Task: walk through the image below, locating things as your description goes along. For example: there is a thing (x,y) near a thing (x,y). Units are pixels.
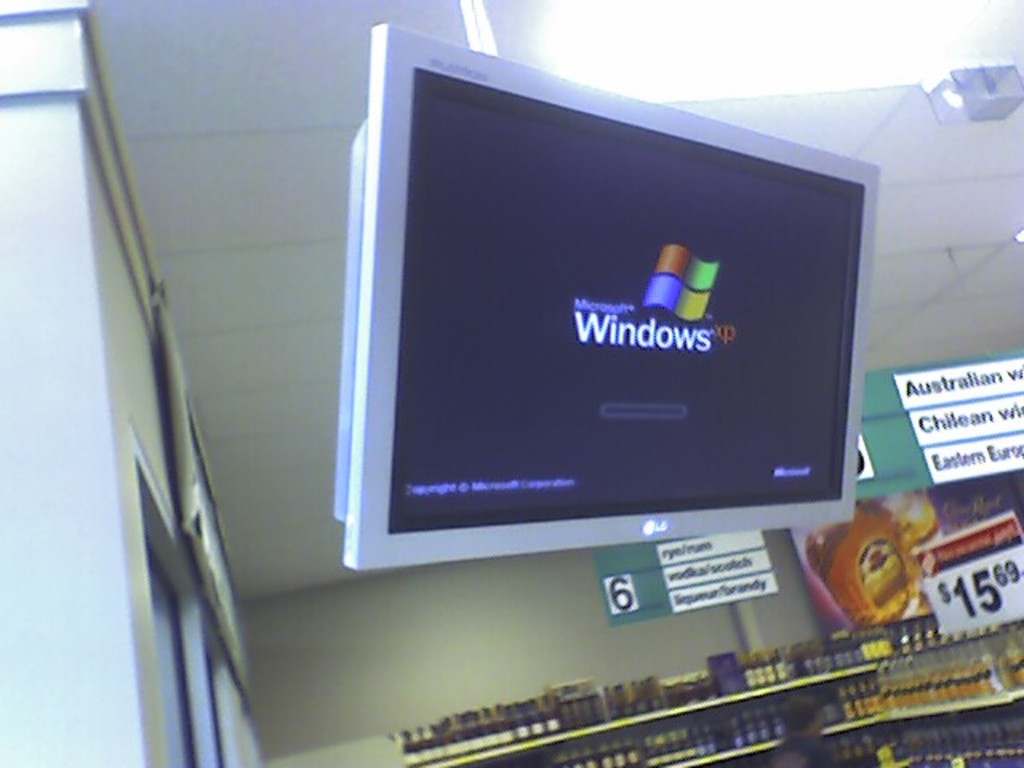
In the center of the image (609,395) we can see a screen (817,286) with some text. In the background (596,700), we can see some bottles (880,707) placed on racks (920,715), sign boards (926,600) with some text (719,574) and numbers (968,590), some lights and the wall (271,608).
